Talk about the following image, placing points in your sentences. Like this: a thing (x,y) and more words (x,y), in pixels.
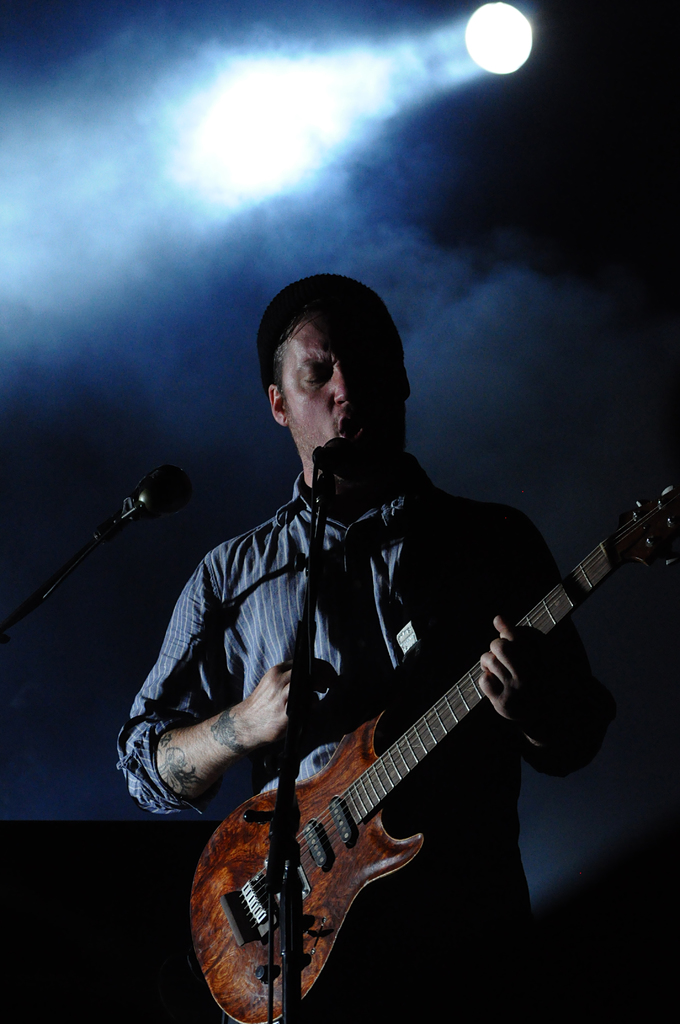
In the given image we can see that a man (337,546) holding a guitar (330,840) in his hand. This is a microphone (174,494). This is a light (475,49).
